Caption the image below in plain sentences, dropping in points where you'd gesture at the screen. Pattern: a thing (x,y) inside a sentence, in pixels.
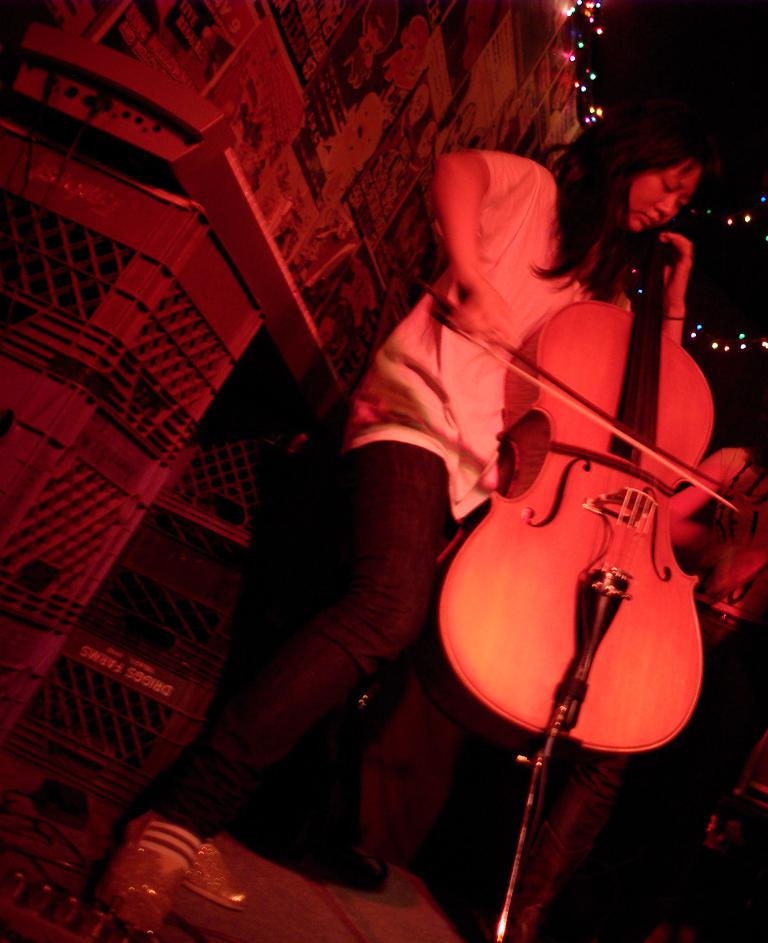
In this image I can see a woman (390,435) is playing a musical instrument (545,464). In the background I can see lights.
